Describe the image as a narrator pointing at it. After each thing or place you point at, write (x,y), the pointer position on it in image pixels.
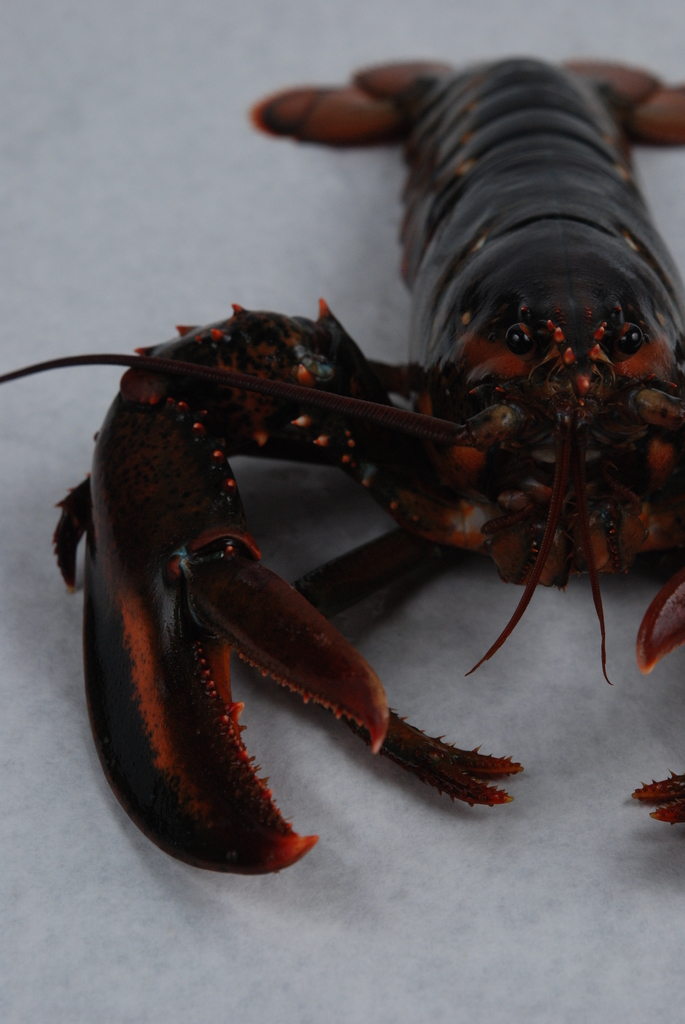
In this picture I can observe an American lobster (471,452) which is in brown and black color. The background (148,188) is in white color.
